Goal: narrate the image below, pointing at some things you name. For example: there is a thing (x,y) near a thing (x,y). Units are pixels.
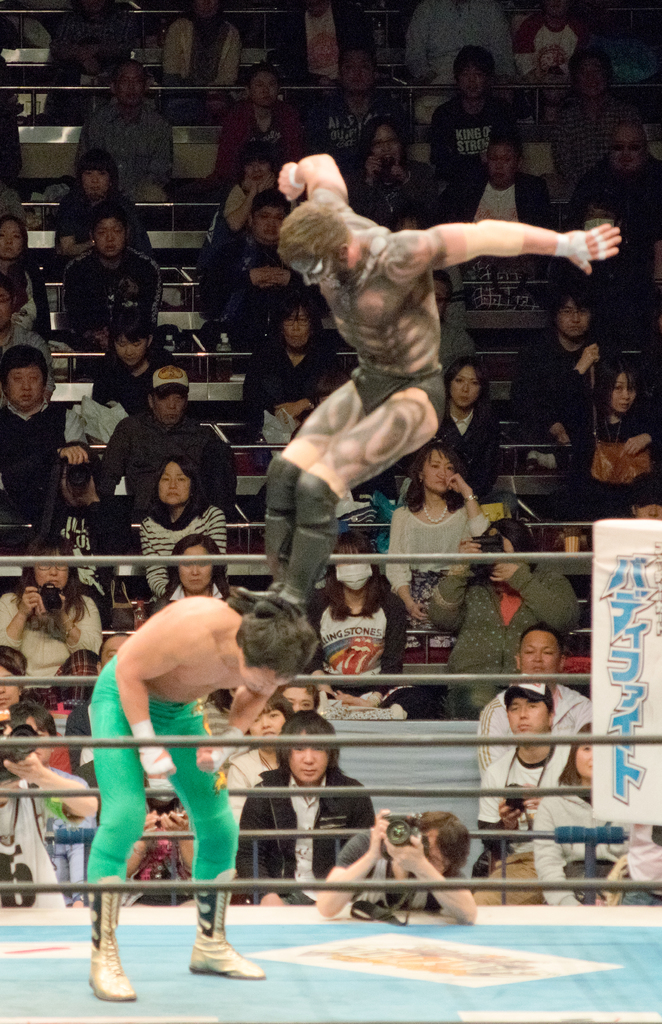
In the center of the image (368,469) we can see a man (368,469) jumping. On the left (219,626) there is a man (203,667) standing. On the right (652,721) there is a board (642,764). We can see ropes (144,886). In the background (158,298) there are people (595,268) sitting and some of them are holding cameras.
